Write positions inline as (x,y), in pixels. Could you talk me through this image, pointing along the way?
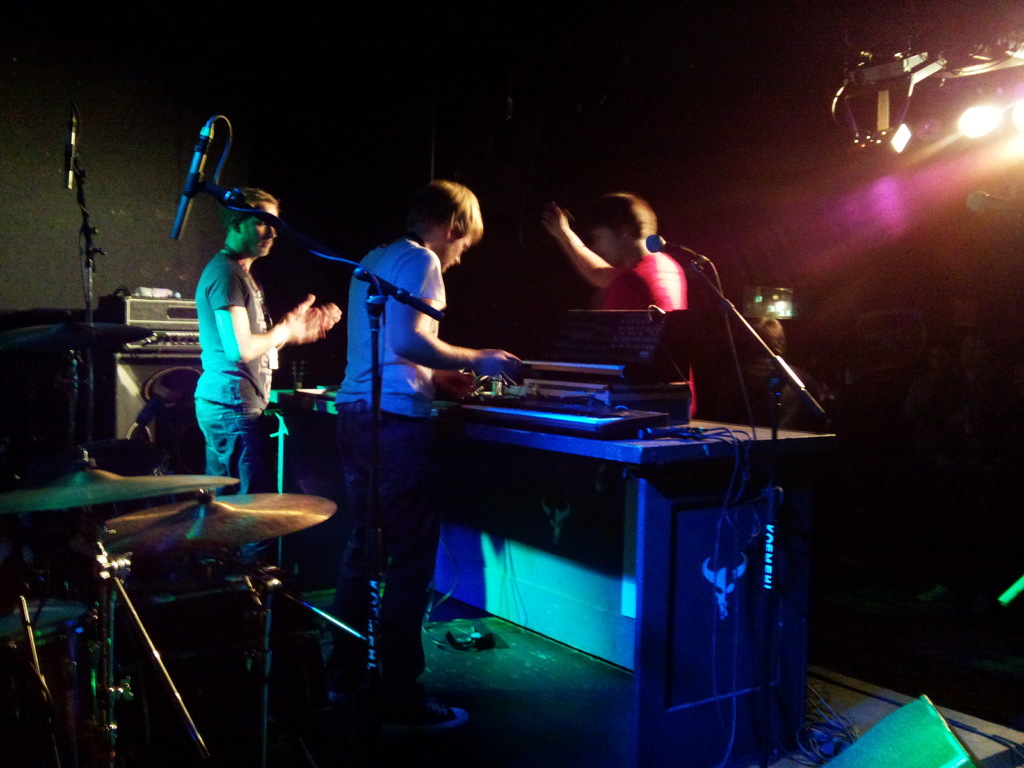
In this image we can see few persons (348,344) are standing, musical instruments (110,606), microphones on the stands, devices (630,336) on a table (735,632) and objects (143,373). In the background (458,27) the image is dark but we can see a person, light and objects (967,66).
